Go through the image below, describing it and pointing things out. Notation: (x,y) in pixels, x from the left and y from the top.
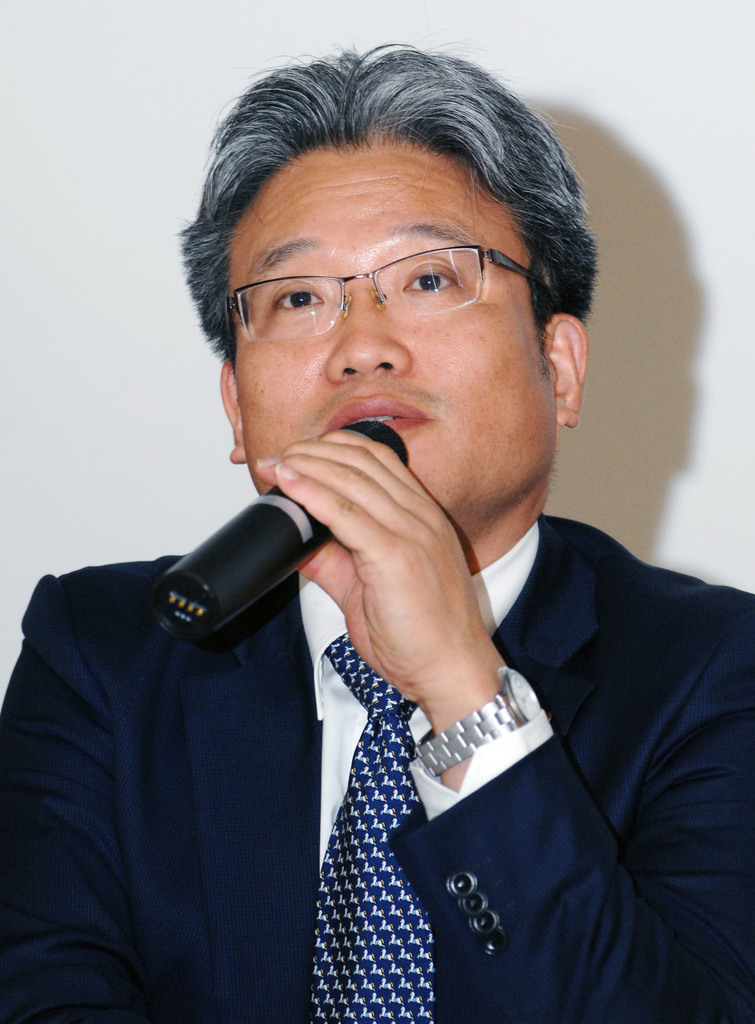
In this image i can see a man (427,536) is holding a microphone (279,507) in his hands (403,618).
